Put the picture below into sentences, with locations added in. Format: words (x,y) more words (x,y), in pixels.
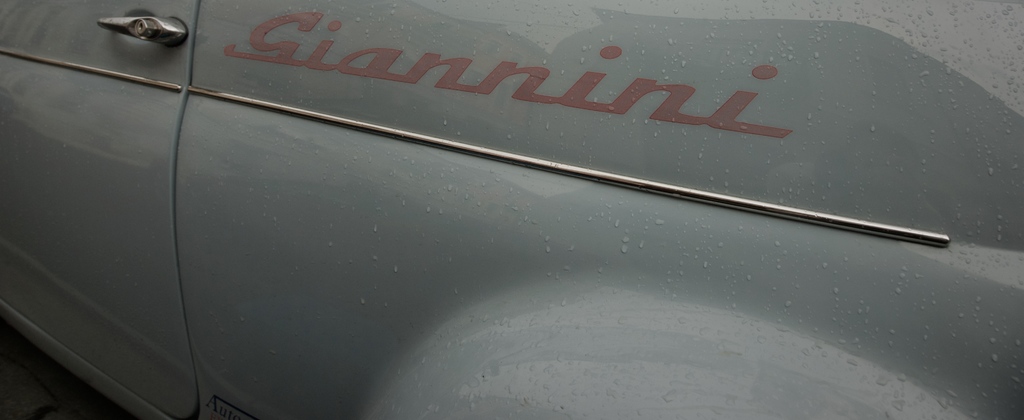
In this image, we can see a vehicle (310,256), door (121,231) with handle (154,26), some text (735,104) and water droplets (616,232).
